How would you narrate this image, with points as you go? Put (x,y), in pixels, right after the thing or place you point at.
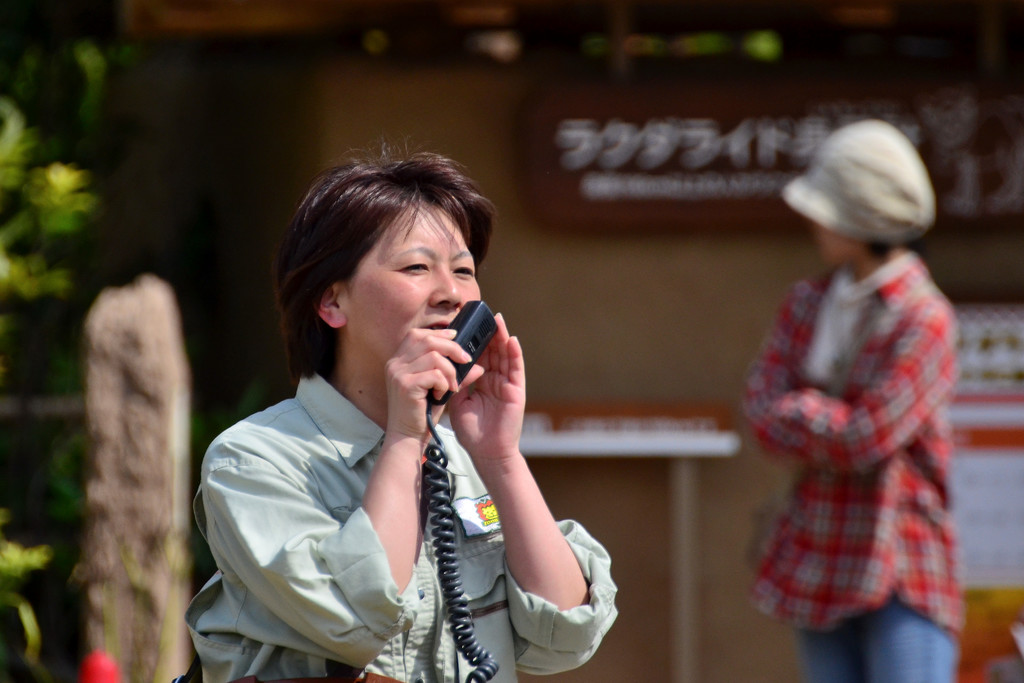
In this image we can see a few persons (855,233), among them one is holding a microphone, in the background (723,139) there is a board (750,152) with some text (649,189), we can see a rock (139,326), table (533,438) and poster (973,373) with some text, there are some plants (45,95).
